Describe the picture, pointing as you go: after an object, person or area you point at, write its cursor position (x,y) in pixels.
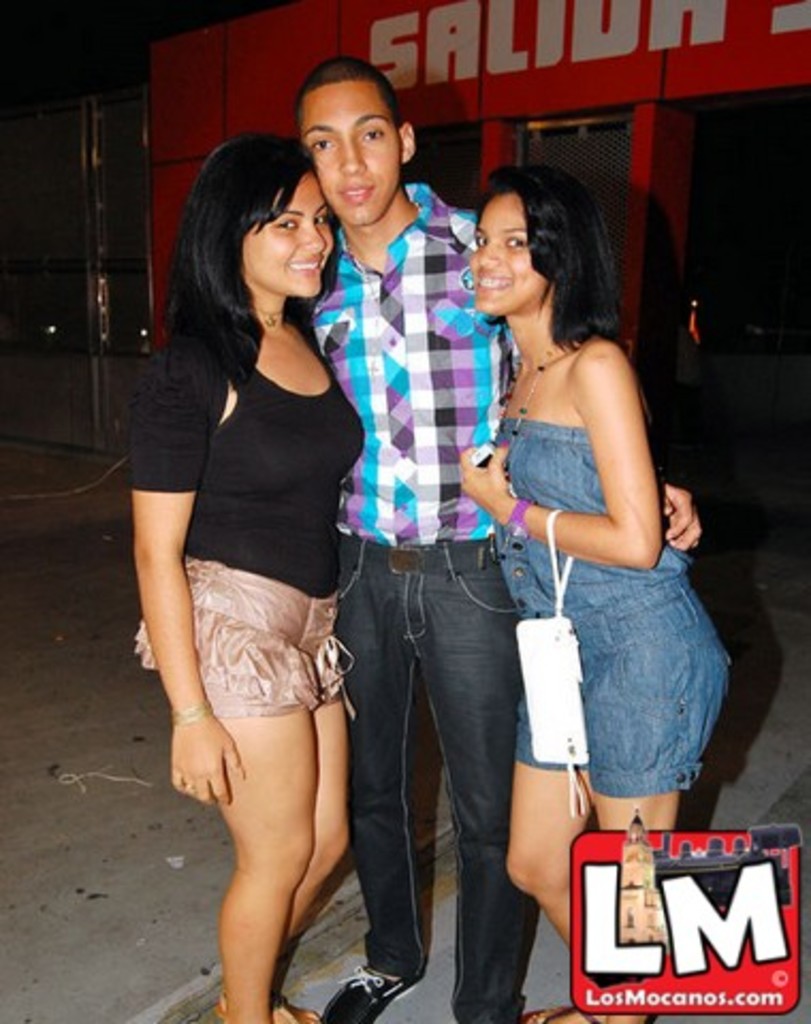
In this image we can see few people (440,410). There is some text (624,37) at the right side of the image (610,48). There is some text (680,923) and a logo (661,916) at the bottom right most of the image (705,946). There is a handbag (557,663) in the image.
